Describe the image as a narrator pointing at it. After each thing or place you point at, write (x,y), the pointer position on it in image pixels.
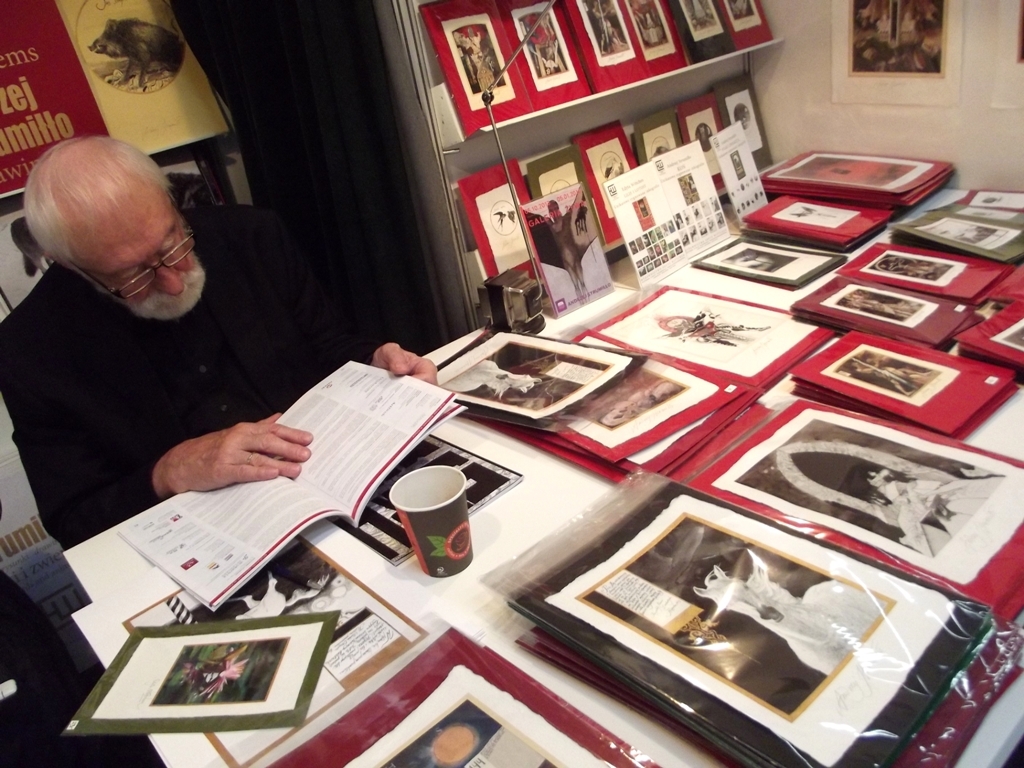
In this image, there is a white color table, on that table (673,755) there are some papers (822,656) kept in the covers (840,598), there is an old man (96,374) sitting on the chair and he is reading a book (268,516), at the right side (739,43) background (446,56) there is a rack (561,115) and there are some books (767,35) in the rack (446,130).
